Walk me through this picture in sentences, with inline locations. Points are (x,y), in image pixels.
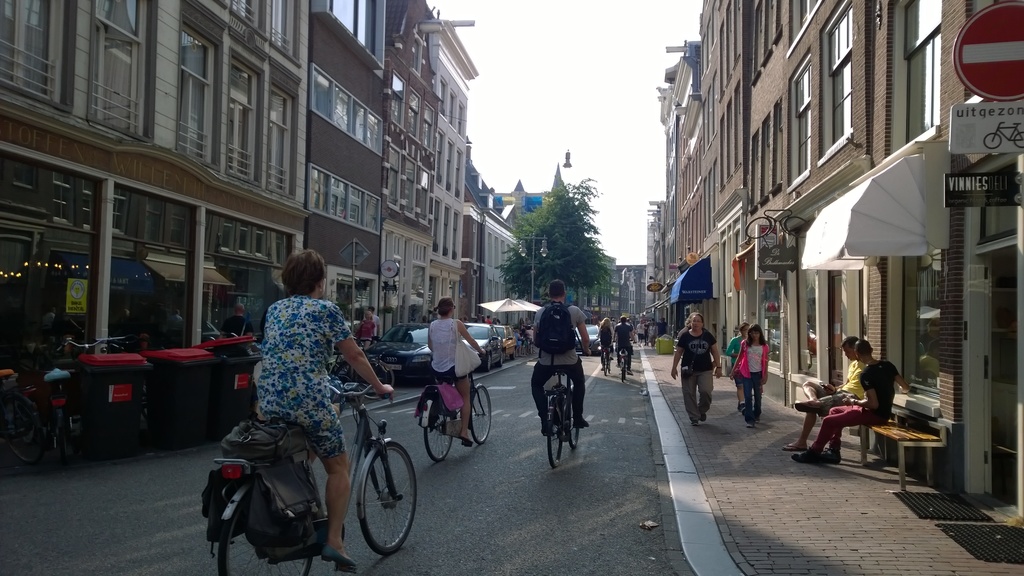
Here we can see a few persons (547,420) riding a bicycle (556,449) on the road (514,508). Here we can see a few persons (749,411) walking on the side ways of a road (787,480). Here we can see two persons (887,416) sitting on this wooden bench (902,440). In the background (675,281) we can see few cars (407,324), building (211,269) and trees (573,233).
